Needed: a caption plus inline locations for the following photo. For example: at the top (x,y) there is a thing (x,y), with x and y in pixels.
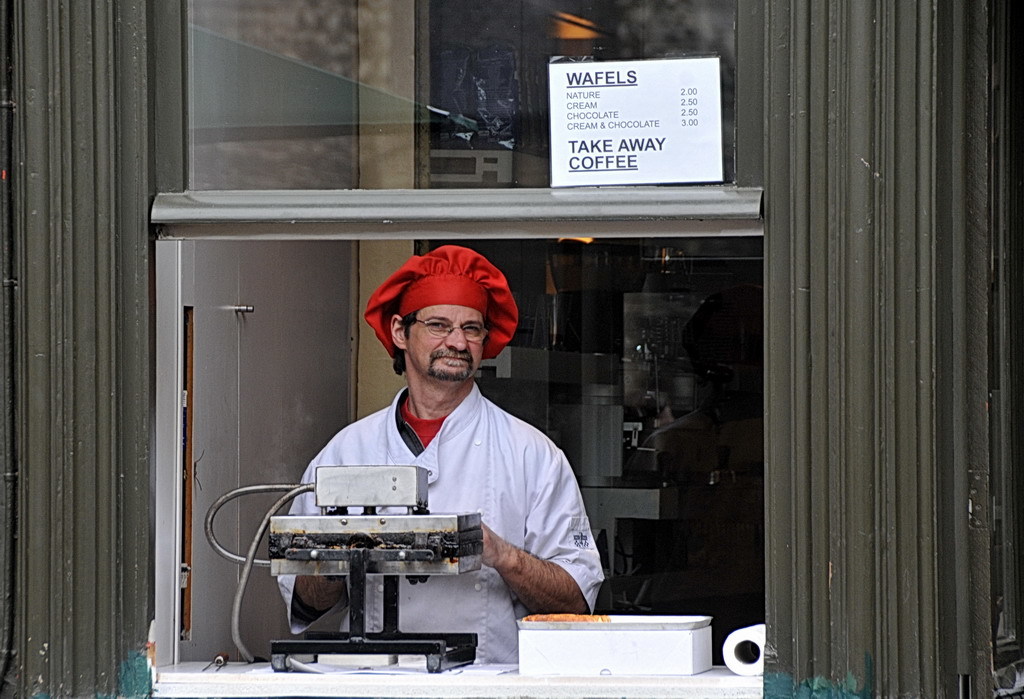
In this image we can see a person (526,456) standing and wearing the spectacles (434,328), in front of him, we can see a table (190,669), on the table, we can see a tissue roll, box (671,668) and a machine (374,535), we can see a poster (550,75) with some text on the glass (525,99).
